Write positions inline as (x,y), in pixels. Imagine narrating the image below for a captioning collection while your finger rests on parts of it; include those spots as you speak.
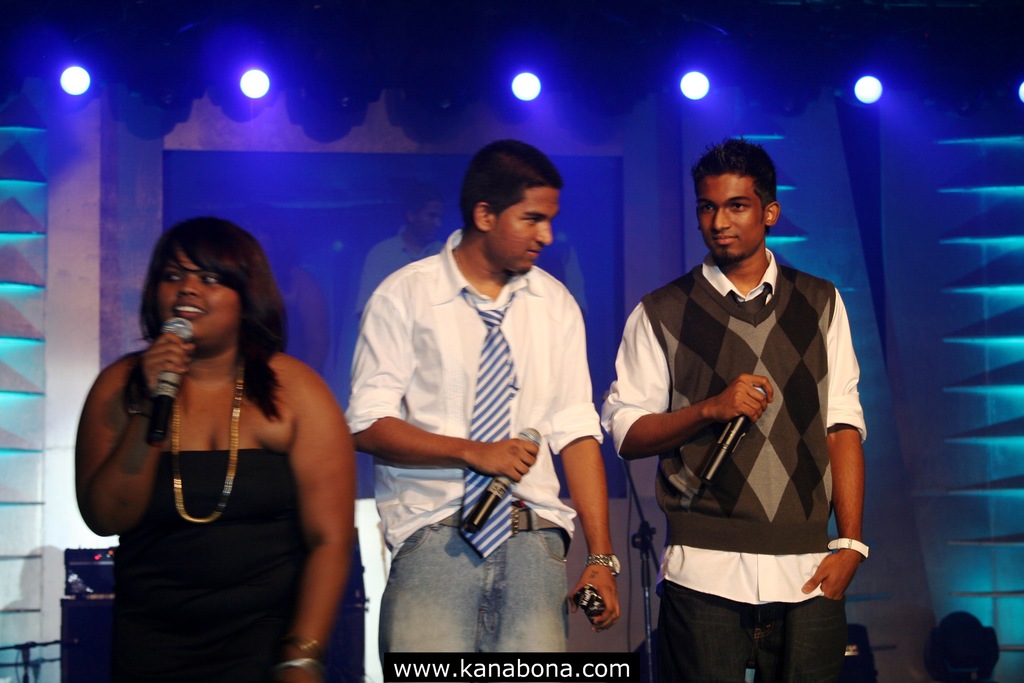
In this picture there are three persons (431,588) standing and holding microphones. In the background of the image (328,649) we can see a screen (294,174), wall (1007,186), focusing lights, stand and objects (78,592). At the bottom of the image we can see watermark (453,656).
